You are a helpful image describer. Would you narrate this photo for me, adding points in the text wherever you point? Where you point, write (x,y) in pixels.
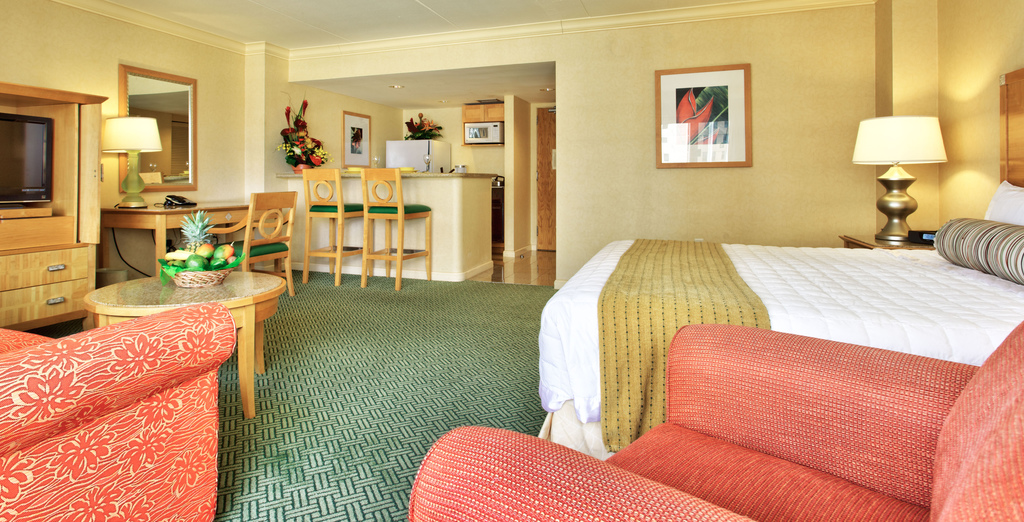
In this picture, we can see inner view of the room (404,283), we can see bed (591,310), pillows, chairs (239,248), sofa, tables (101,300) and some objects (190,283) on the table (146,292), we can see shelves (37,304) and some objects (26,158) in it, we can see television (46,200), refrigerator (408,149), and we can see the roof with lights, and photo frames (354,156).
